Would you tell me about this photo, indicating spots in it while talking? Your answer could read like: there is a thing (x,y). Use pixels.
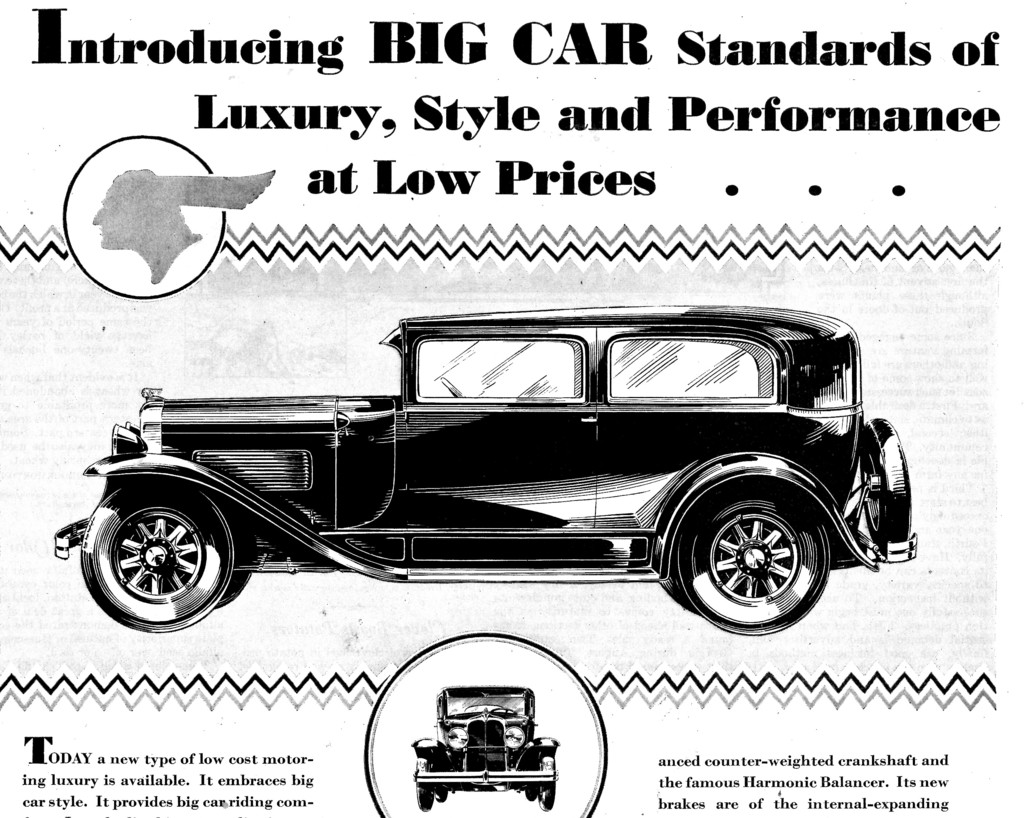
This picture shows poster (94,458). We see a car (699,594) and text (778,768) on it.
